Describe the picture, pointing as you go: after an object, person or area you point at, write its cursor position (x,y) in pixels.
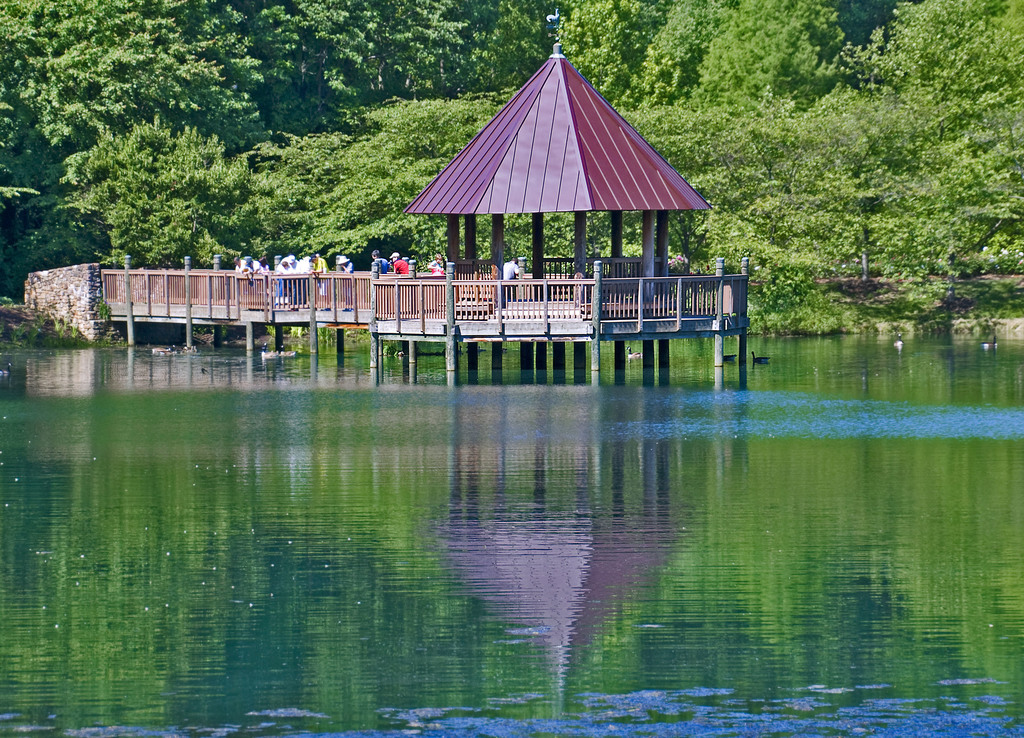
In this image we can see some people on the path (401,281), there is a hut (509,314), trees (598,235), plants (769,291), also we can see the lake (557,488).
